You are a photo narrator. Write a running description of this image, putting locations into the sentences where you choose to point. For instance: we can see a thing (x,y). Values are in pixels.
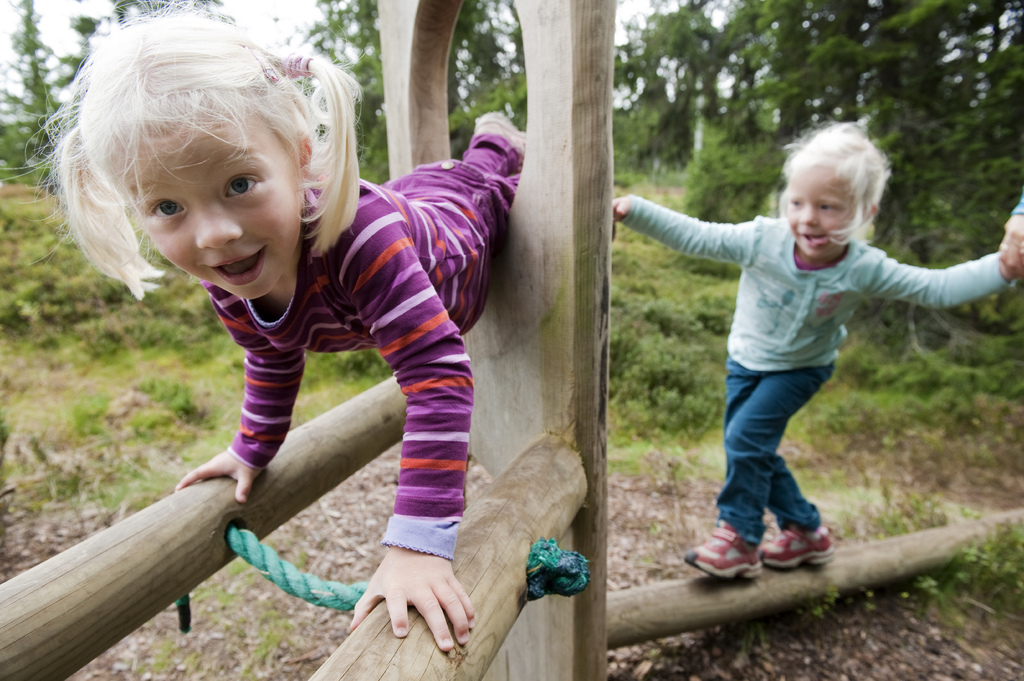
In this image, I can see two children (120,252) playing on a wooden object (547,530). The girl (305,288) who is on the left side (263,186) is looking at the picture and smiling and the other child (800,265) who is on the right side (735,576) is walking on a trunk (758,586). In the background (647,369) there are many plants (669,361) and trees (743,22).
